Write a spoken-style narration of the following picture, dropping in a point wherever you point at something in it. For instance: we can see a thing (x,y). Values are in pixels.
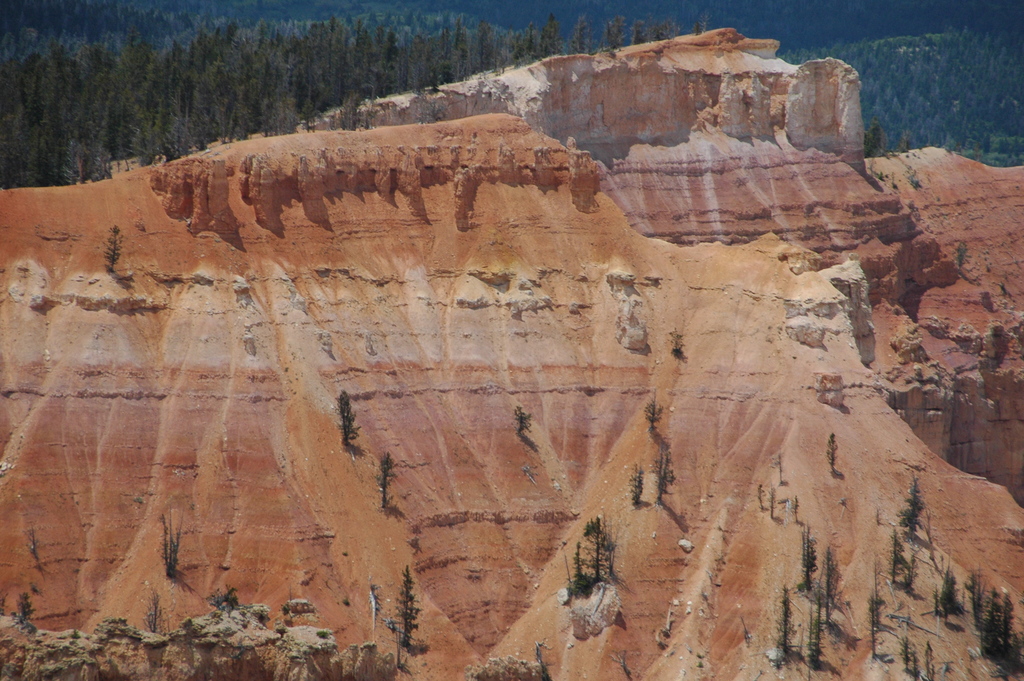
This image consists of mountains (535,381). And there are plants (628,673). At the top (270,46), we can see trees (459,22). On the left (155,102), there are trees (73,118).
